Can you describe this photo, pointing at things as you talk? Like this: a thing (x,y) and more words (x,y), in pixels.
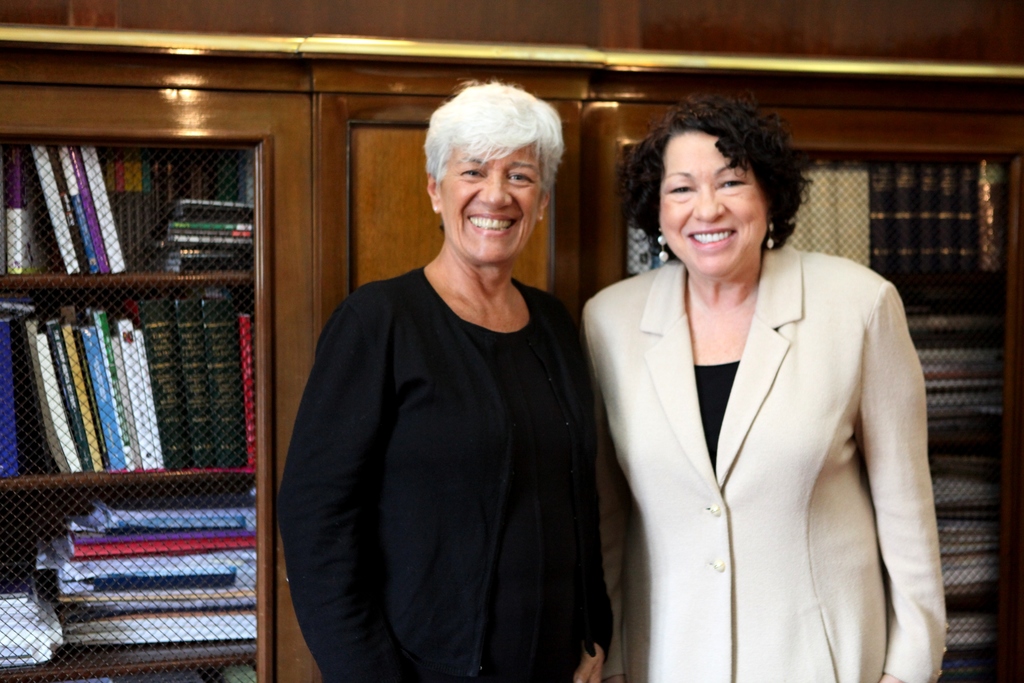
In this image there are two women (597,299) standing with a smile (736,232) on their face (466,238), behind the women (496,387) there are books (193,174) placed in a wooden bookshelf (354,185).
